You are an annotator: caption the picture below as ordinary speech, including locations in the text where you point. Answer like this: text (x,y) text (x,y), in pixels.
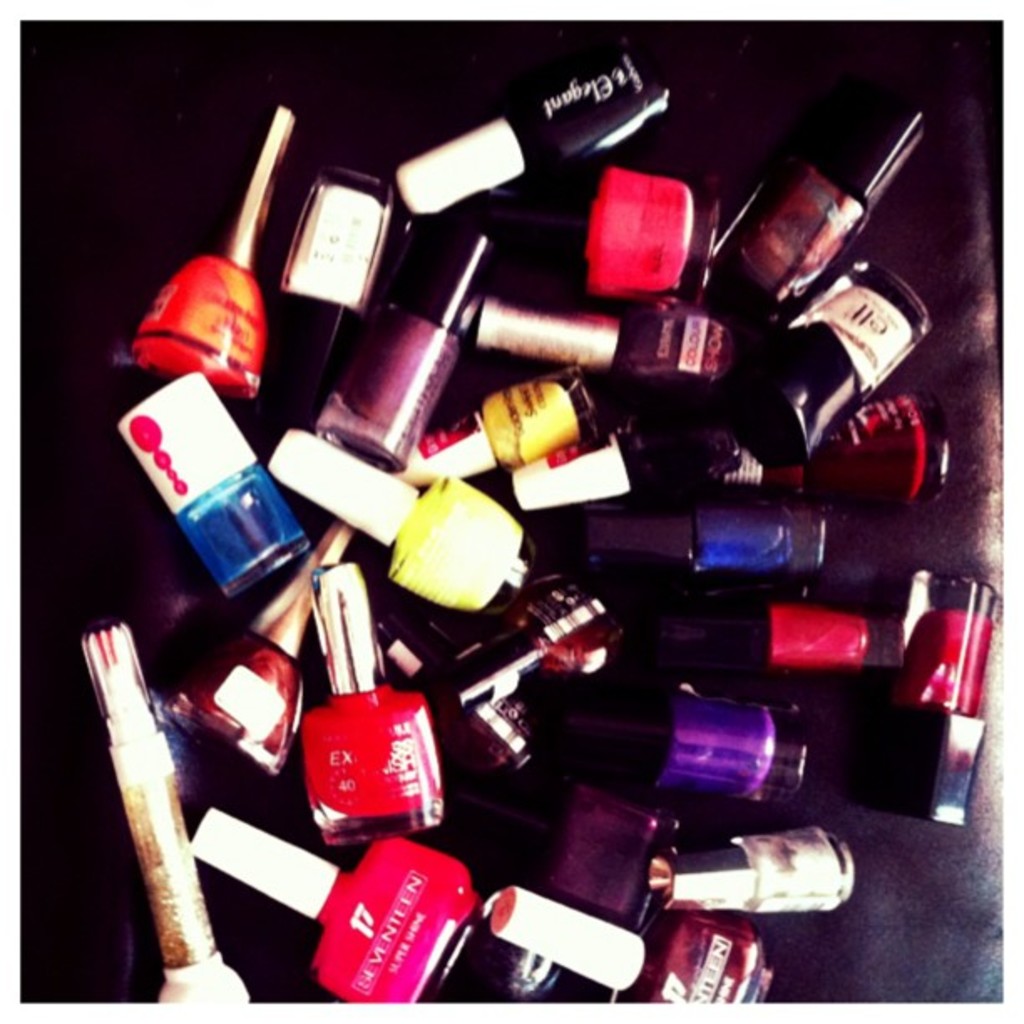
In this image I can see different color nail-polish bottles (582,448) on the black color surface (934,879).
